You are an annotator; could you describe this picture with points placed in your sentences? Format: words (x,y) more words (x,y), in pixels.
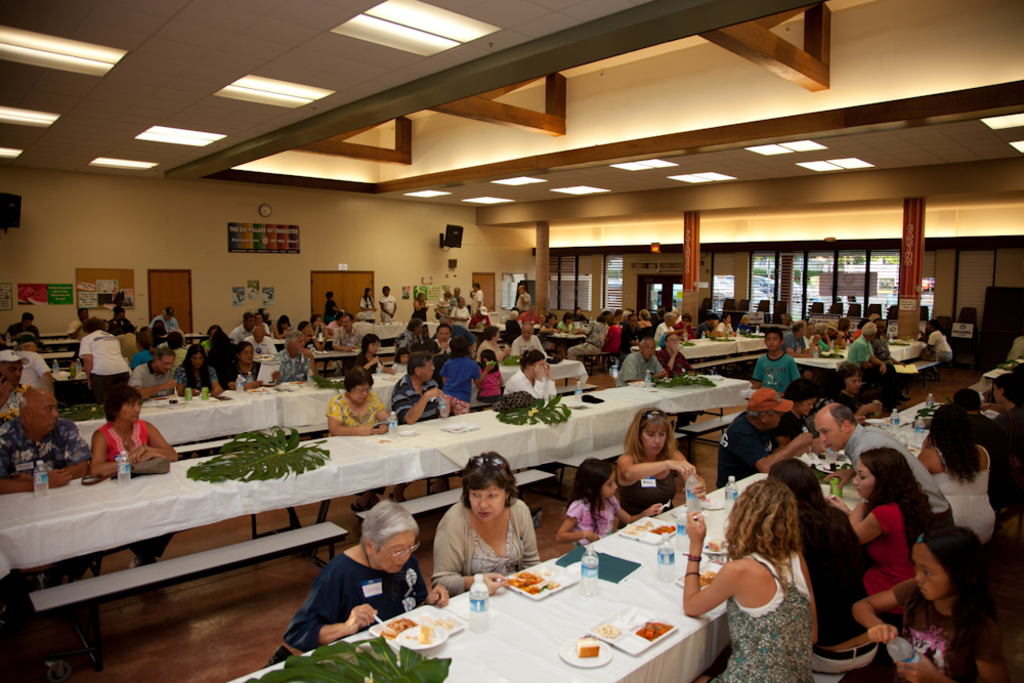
There are group of people (258,349) sitting on the chairs (908,369). These are the tables (557,662) covered with white cloth (560,643). I can see leaves (540,416), plates (549,574), water bottles (664,565) and few other things (521,580) placed on the tables (277,492). These are the pillars (692,230). I think these are the banners (917,226) hanging. This looks like a doors (340,292). I think these are the speakers (455,245), clock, poster (235,245), board (128,281) attached to the wall (167,268). These are the ceiling lights (205,139) attached to the rooftop (347,56).
